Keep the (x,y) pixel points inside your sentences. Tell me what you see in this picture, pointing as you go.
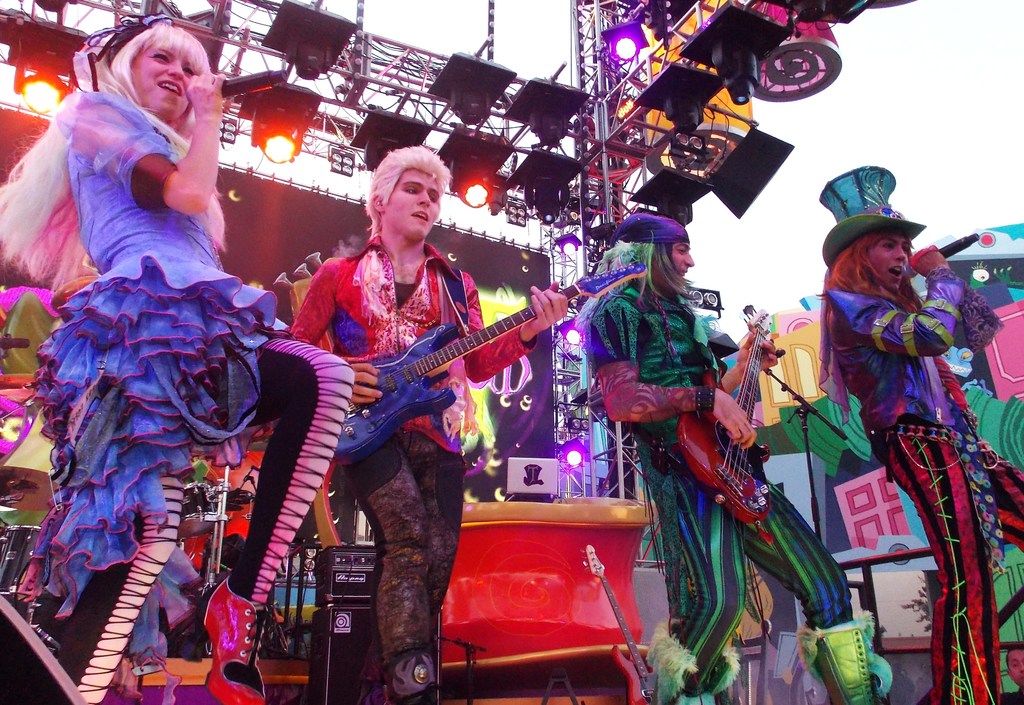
Here in this picture we can see a band of four people (479,325) standing on a stage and performing over there and the two persons (546,302) in the middle (475,350) are playing guitars (427,349) and the two persons (207,325) on either side are singing songs and they are wearing different types of costumes (710,353) on them and behind them we can see a digital screen (476,453) present and we can see disco lights (57,87) at the top of them on the iron frame (606,125) present over there.
